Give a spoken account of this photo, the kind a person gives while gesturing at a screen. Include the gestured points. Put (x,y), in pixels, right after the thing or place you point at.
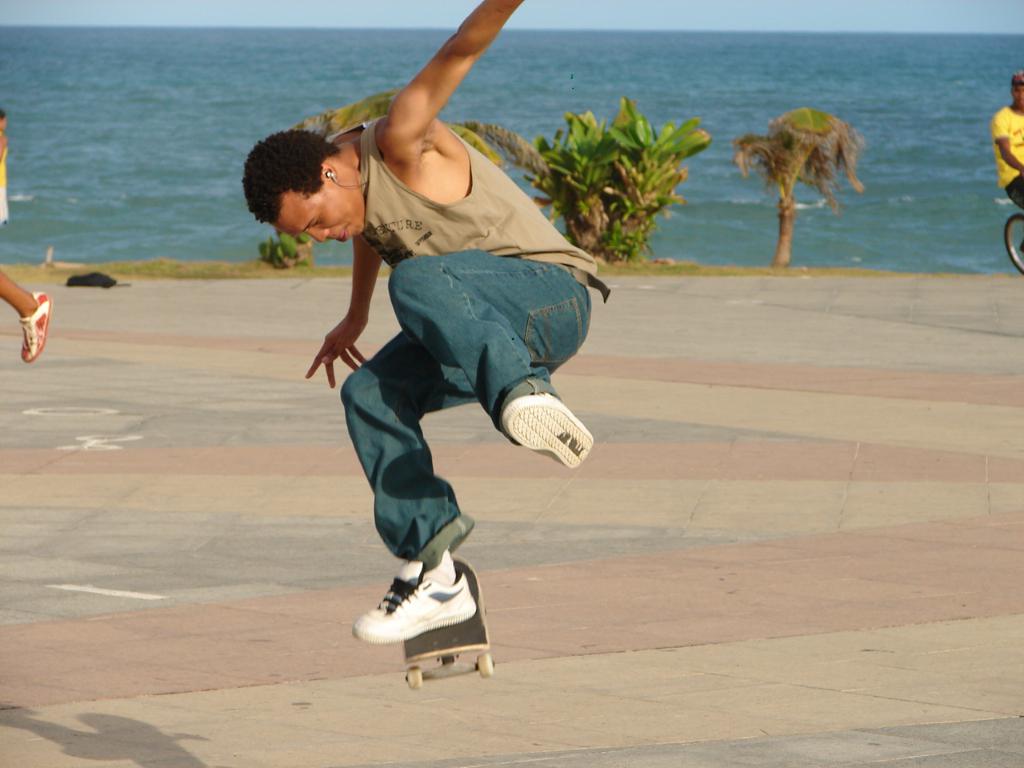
In this image in the center (411,391) there is a person (427,374) performing stunt on skating board (457,650). In the background (641,185) there are plants (621,186) and there are persons (1020,178) and there is an ocean (539,77).
